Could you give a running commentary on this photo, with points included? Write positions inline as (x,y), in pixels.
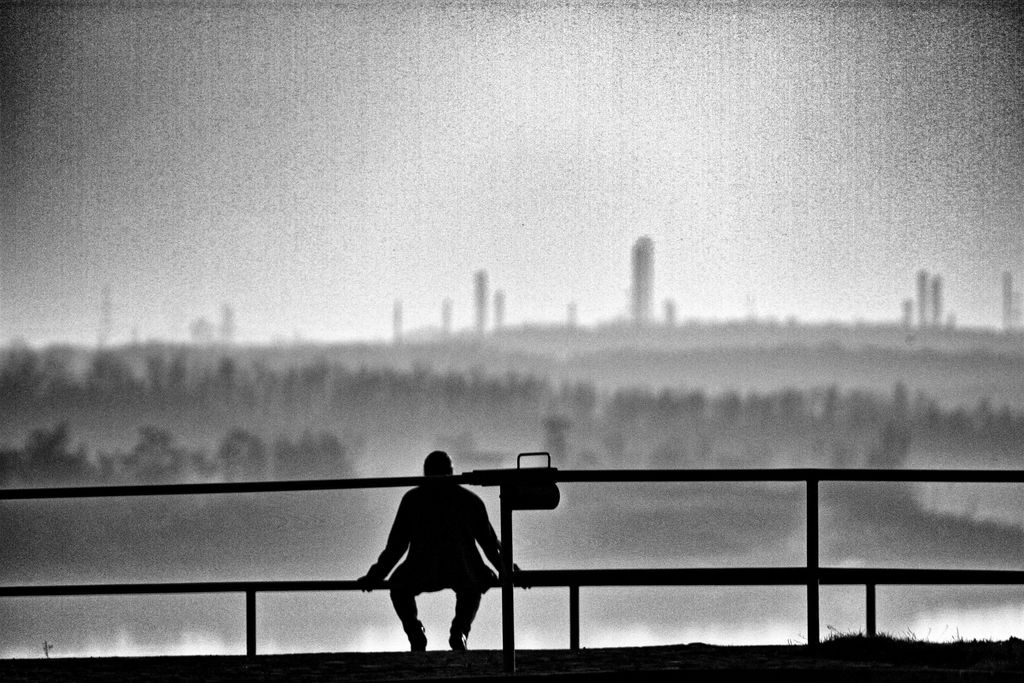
In the image we can see a person (418,548) sitting, this is a grass (857,637), fence (546,584) and the background (470,329) is blurred.
